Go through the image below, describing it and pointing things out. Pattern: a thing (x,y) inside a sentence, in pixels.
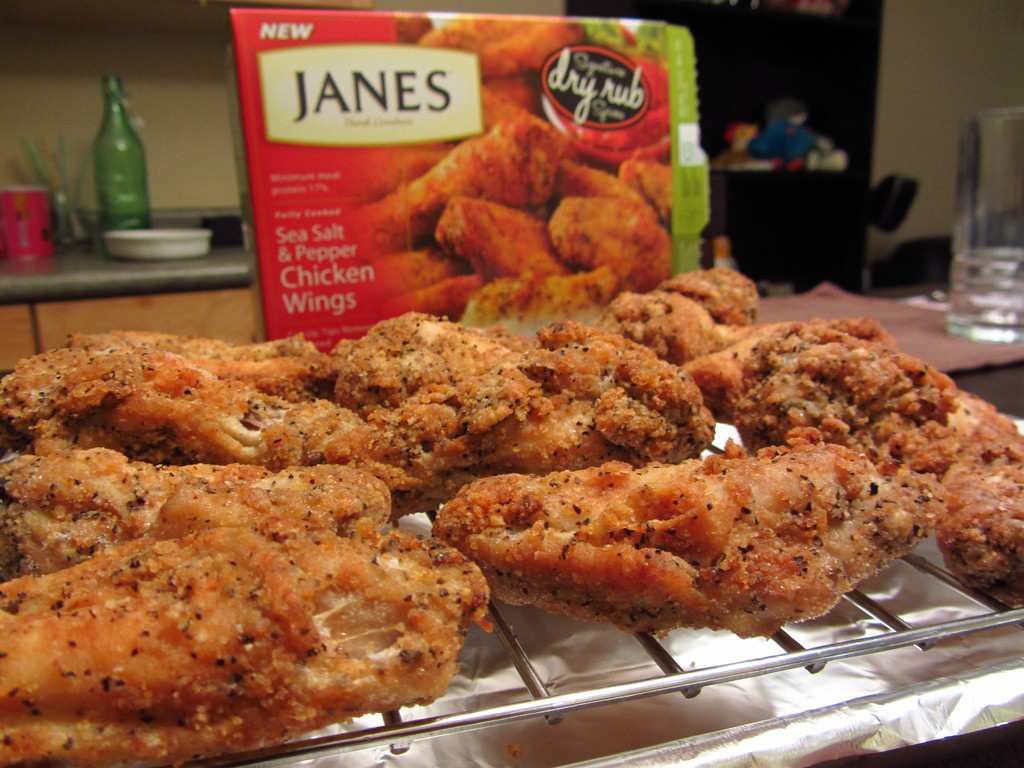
In this image we can see some food item (547,474) on the grill (980,608), there is a bottle (142,195), glass (61,197), bowl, and an object (36,208) on the kitchen slab (181,289), there is a glass (954,304) on the table (894,324), also we can see the wall (167,163), a box (462,157) with text (438,97) and pictures (468,210) on it, and there are some objects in the closet (840,170).
